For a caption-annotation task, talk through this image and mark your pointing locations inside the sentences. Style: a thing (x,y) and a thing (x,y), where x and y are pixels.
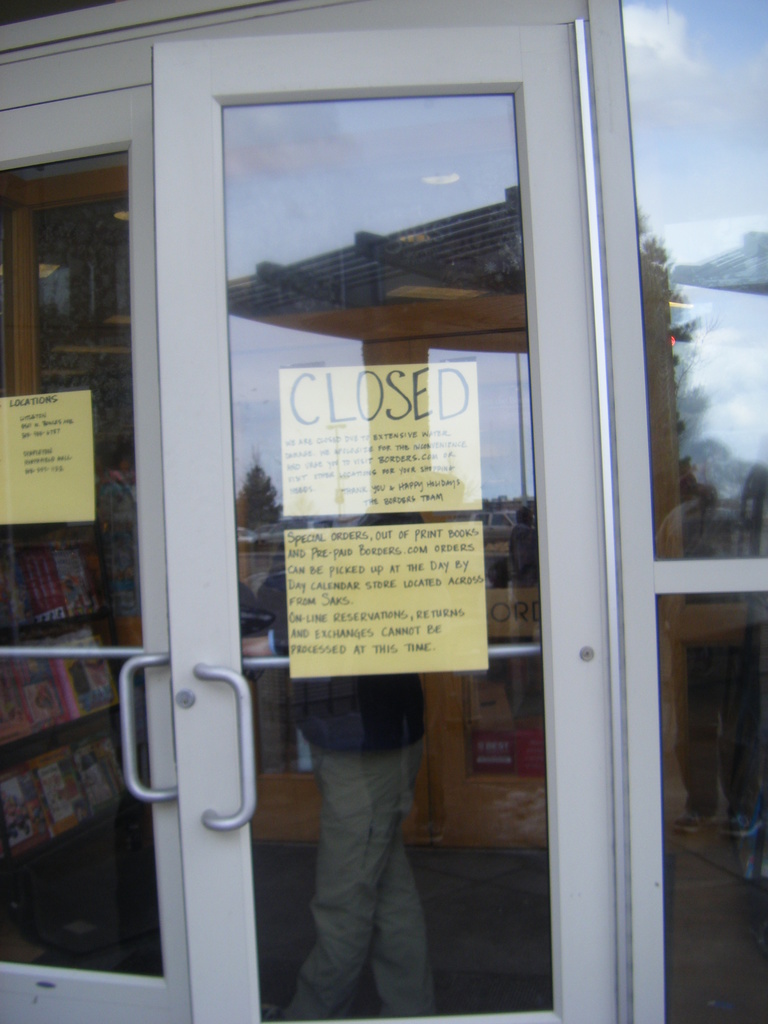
In this image we can see doors (182,671). On the doors (218,506) there are papers (90,437) pasted. Also something is written on that. Through the door (281,322) we can see a person (312,712). Also there are books (79,570) on the racks (50,739). On the glass (418,334) we can see reflection (415,190) of sky (418,191) with clouds (732,316).
